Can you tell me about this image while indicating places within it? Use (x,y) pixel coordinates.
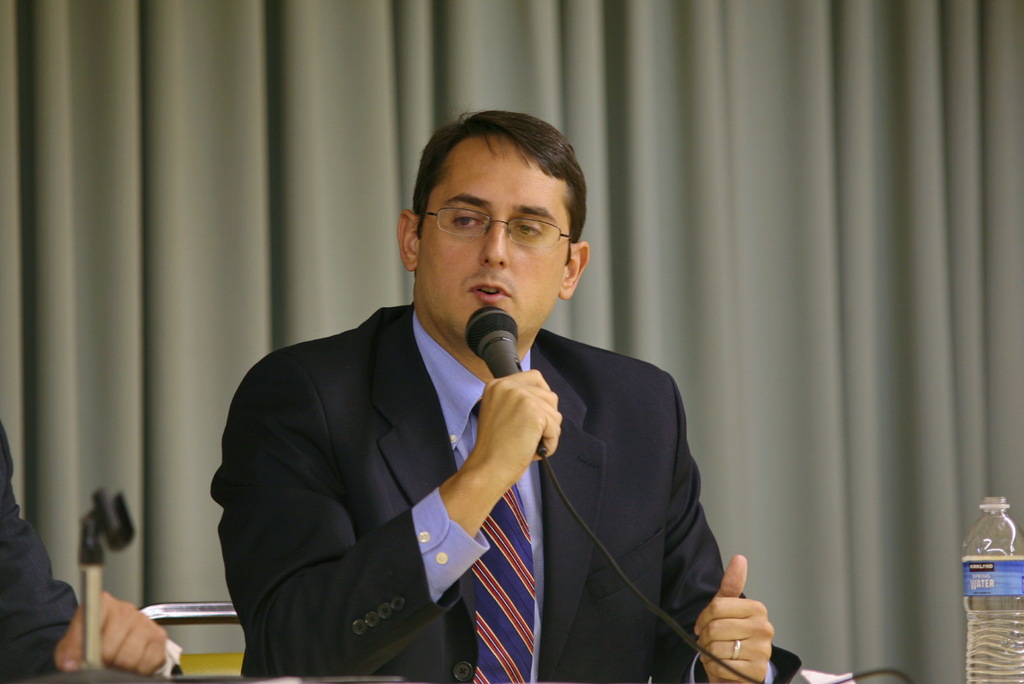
A person (425,428) wearing a coat (407,537) and a tie (494,517) is holding a mic (516,360) wearing specs (544,233) and talking. On the right corner (992,589) there is a bottle (992,583). On the left corner (107,526) there is a mic stand (100,553). In the background (100,273) there is a curtain (870,219).
